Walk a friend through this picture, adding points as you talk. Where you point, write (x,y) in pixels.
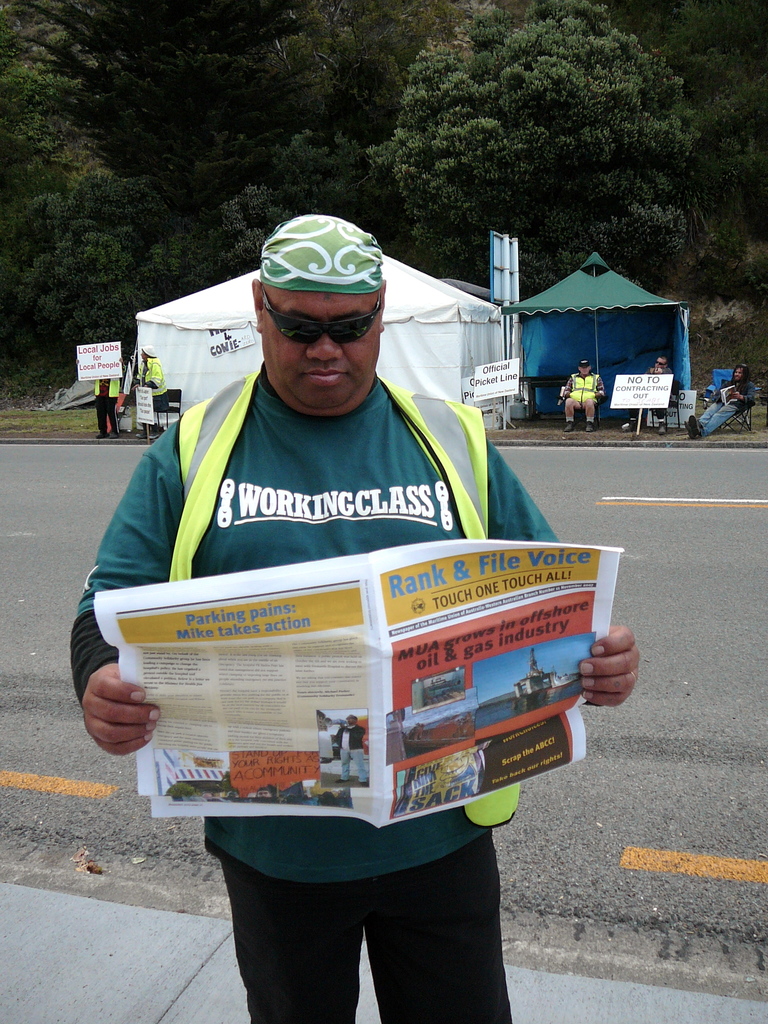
In the center of the image (426,503), we can see a man (339,341) holding a newspaper (310,687) and wearing glasses (307,340). In the background (593,289), there are tents (560,323) and we can see some people (718,407) sitting and there are many trees (326,147) and boards (510,302). At the bottom (665,709), there is road (606,511).
